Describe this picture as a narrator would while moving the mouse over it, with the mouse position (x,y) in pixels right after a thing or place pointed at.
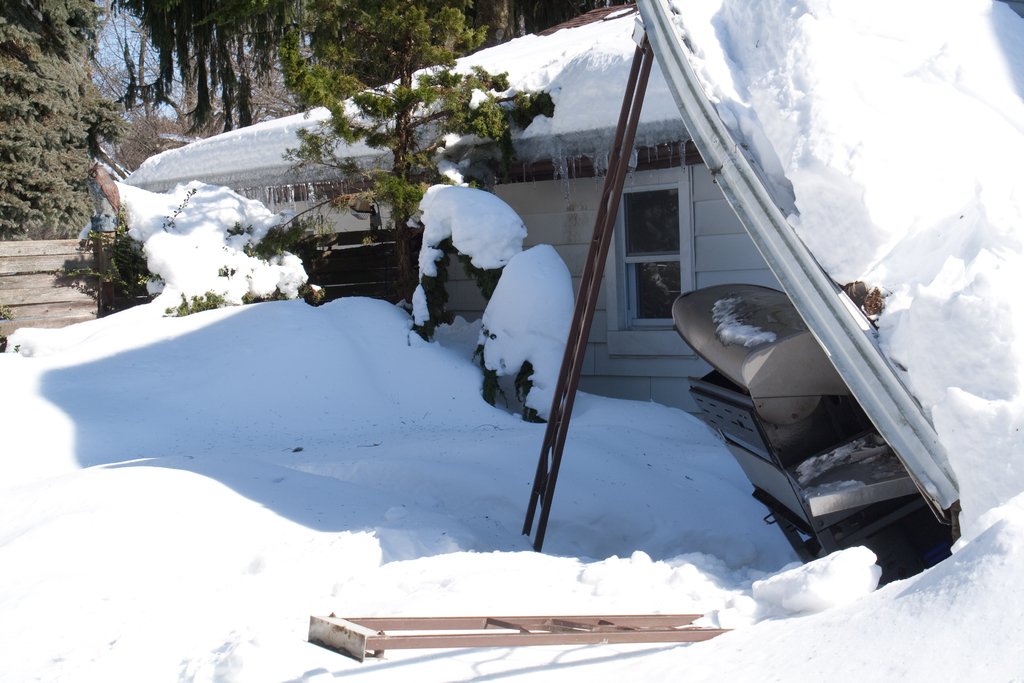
In the given picture there is a house (649,216) which is fully covered with snow (860,36) and we can observe some trees (375,131) here. It was fully covered with snow (280,483) all over the land (102,444). In the background (66,120) there is a tree (115,69).
